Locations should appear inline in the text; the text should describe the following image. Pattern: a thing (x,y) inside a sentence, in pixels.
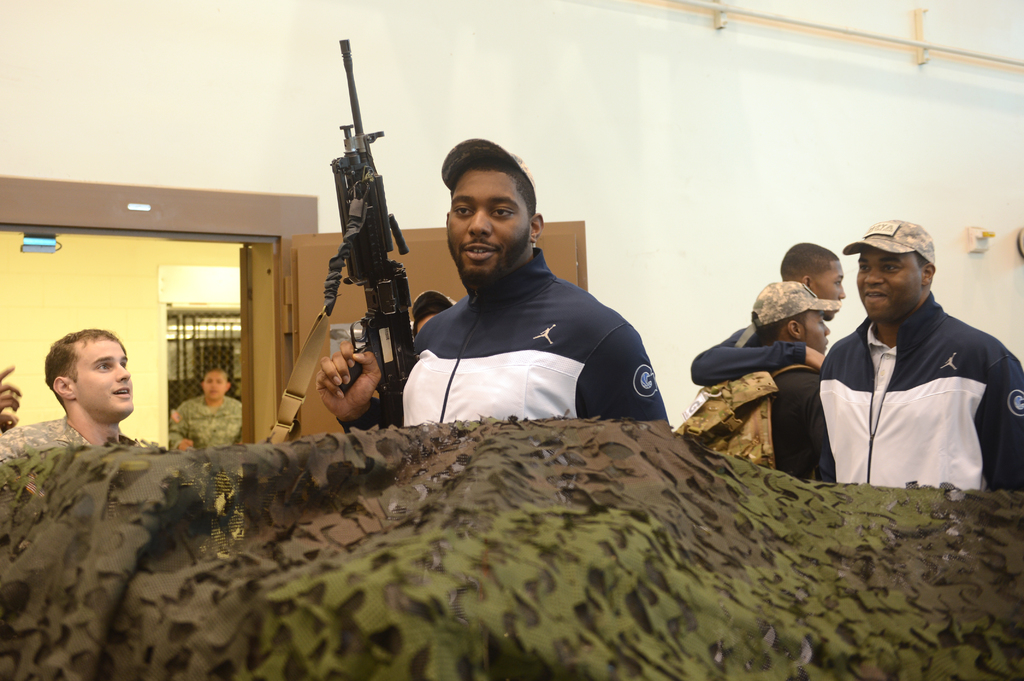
In this picture I can see a person (455,231) holding the machine gun (404,315). I can see people (475,380) standing. I can see the door (272,282).
